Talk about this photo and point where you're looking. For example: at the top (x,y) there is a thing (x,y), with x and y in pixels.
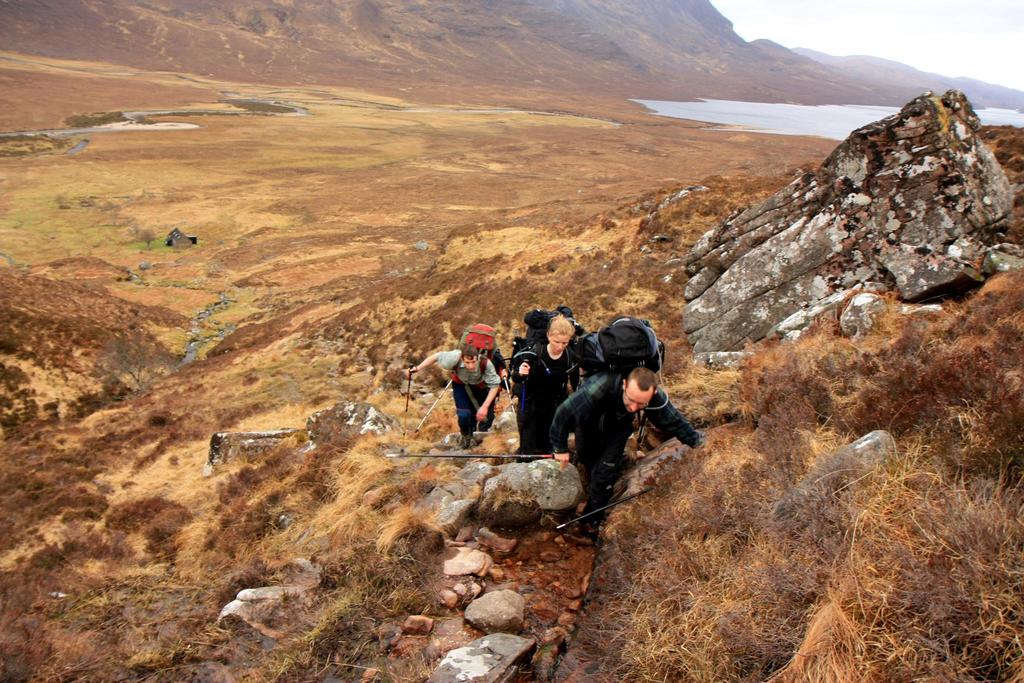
This image consists of three persons (594,384). It looks like they are trekking and wearing the backpacks (654,355). At the bottom (517,534), there are rocks (492,650) and dry grass (370,560) on the ground (209,223). In the background (640,75), we can see the water (718,115) and mountains (682,40). At the top (844,4), there is sky (791,19).
